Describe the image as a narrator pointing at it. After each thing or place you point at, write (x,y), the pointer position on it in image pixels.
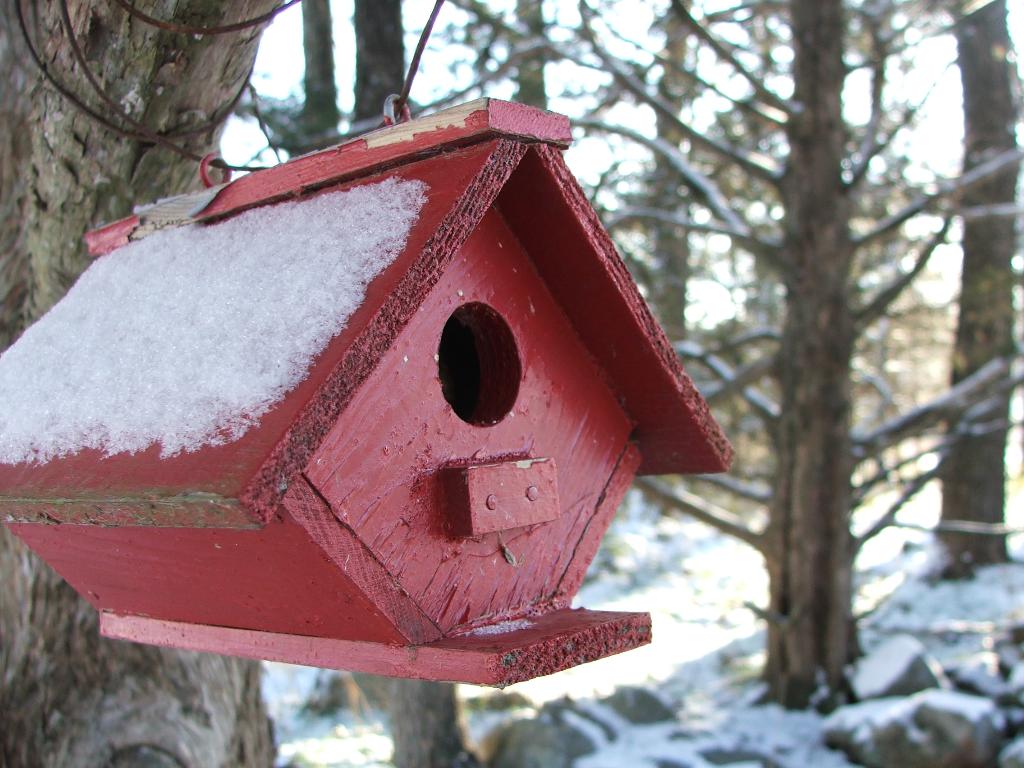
In this image in front (469,446) there is a wooden house (525,426). In the background of the image (662,107) there are trees (747,222). At the bottom of the image (862,708) there are rocks (902,688) and there is snow (700,685) on the surface (720,732).
